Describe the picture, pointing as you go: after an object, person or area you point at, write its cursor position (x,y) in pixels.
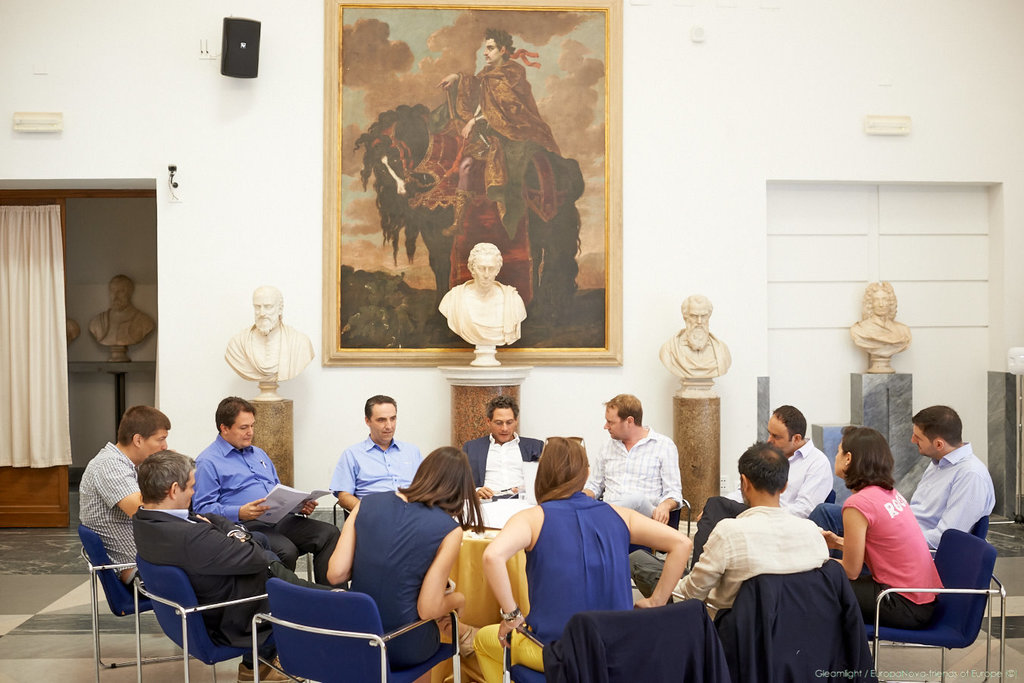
In this picture there are several people (860,499) sitting in a round table (472,549). In the background (141,323) we also many sculptures (126,325) placed on stone pedestals (892,398), there is also a painting (374,144) back of it.
